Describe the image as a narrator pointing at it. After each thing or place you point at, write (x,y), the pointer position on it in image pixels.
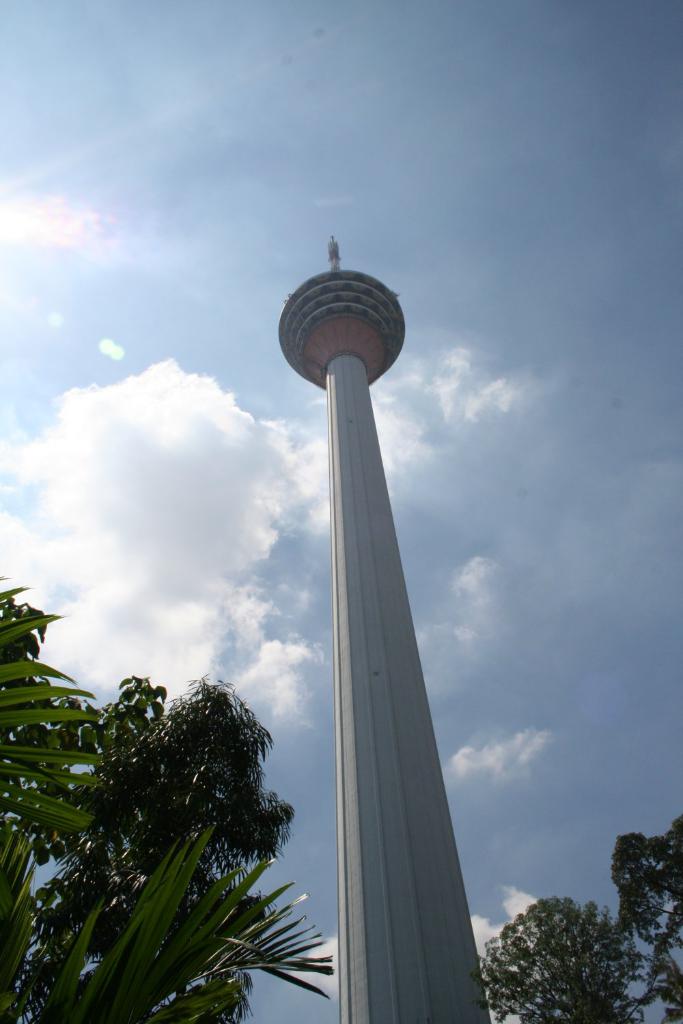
This picture is clicked outside. In the foreground (163,827) we can see the trees (661,891). In the center (353,601) we can see a tower (371,337). In the background (467,371) we can see the sky (219,253) with the clouds (136,669).
